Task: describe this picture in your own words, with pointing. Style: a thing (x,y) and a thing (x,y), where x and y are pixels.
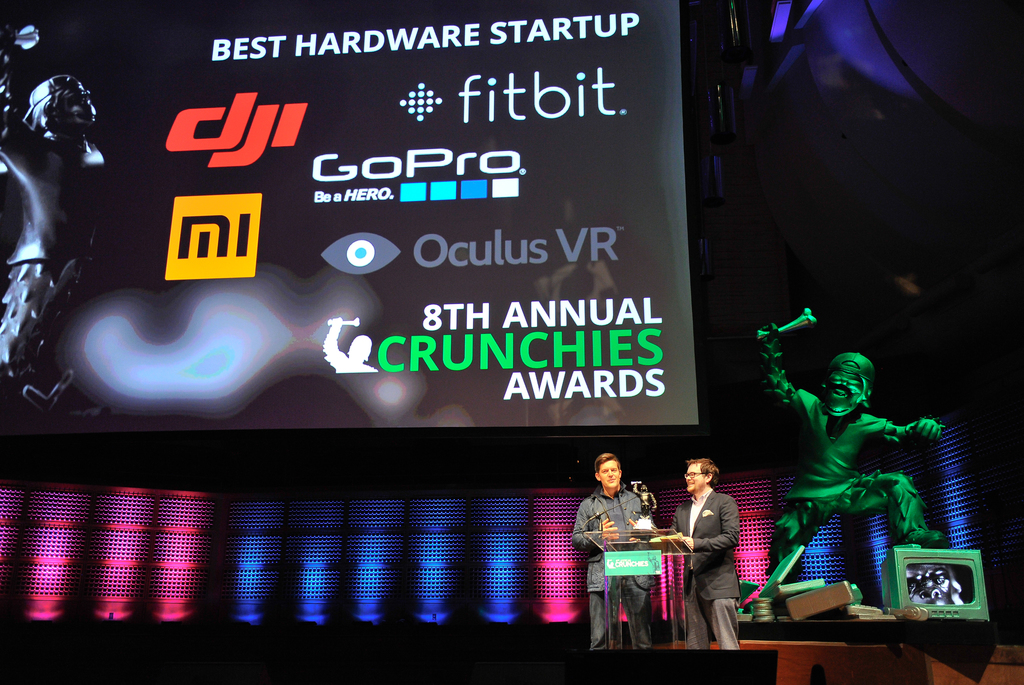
In this image there are two people (596,593) standing on the stage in front of the podium (634,582), on the podium (618,566) there are mic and some other objects (651,515) with a name plate (639,560), behind them there is a statue (788,515) and some objects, behind them there are focus lights (54,573), above the lights (551,514) there is a screen (305,138) with some text (210,257) on it.
